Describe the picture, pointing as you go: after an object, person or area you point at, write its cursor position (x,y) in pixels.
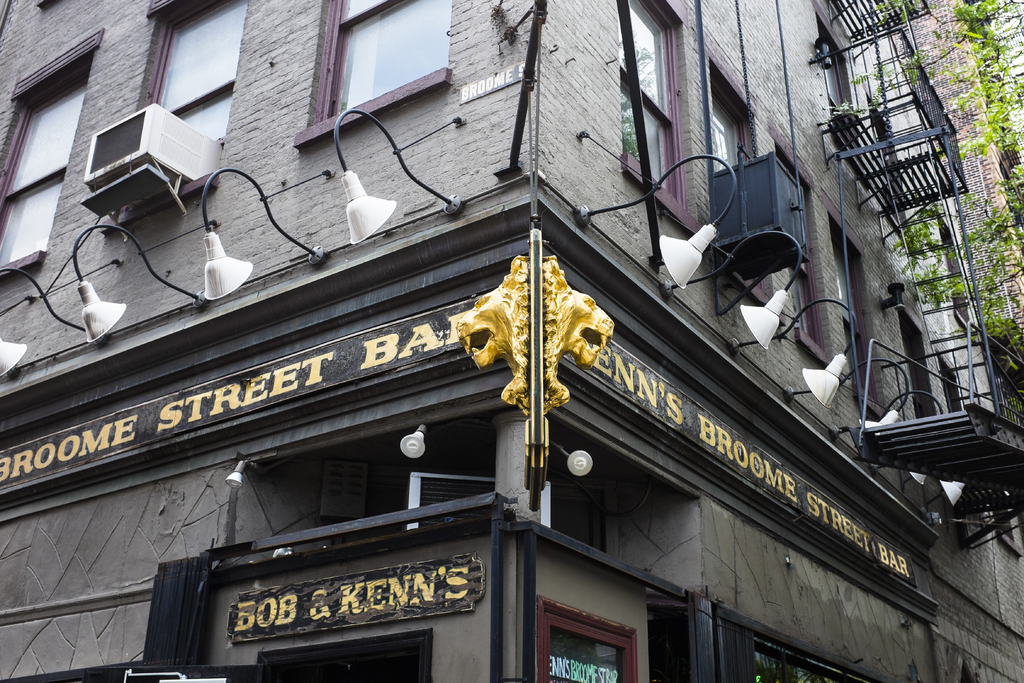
In this image we can see the building (435,62), boards (698,430), lights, stairs (931,446), windows (20,140) and the trees (984,28) here.
